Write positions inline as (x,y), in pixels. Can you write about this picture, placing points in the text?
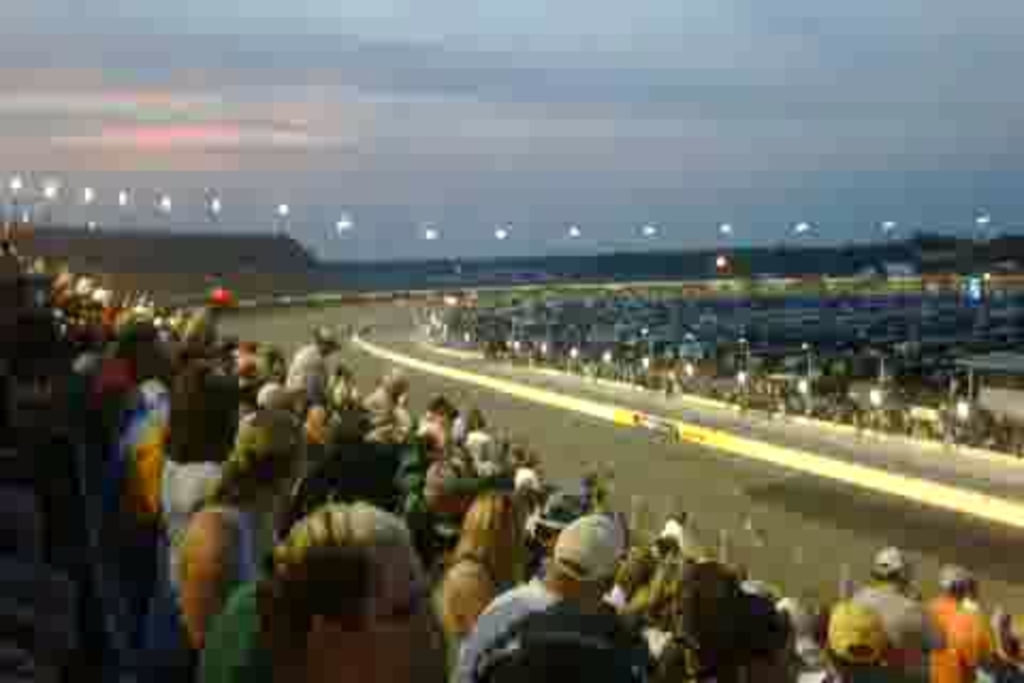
In this image in the front (248,529) there are persons (614,595). In the center (624,450) there is a road (571,446) and in the background (296,233) is blurry.
